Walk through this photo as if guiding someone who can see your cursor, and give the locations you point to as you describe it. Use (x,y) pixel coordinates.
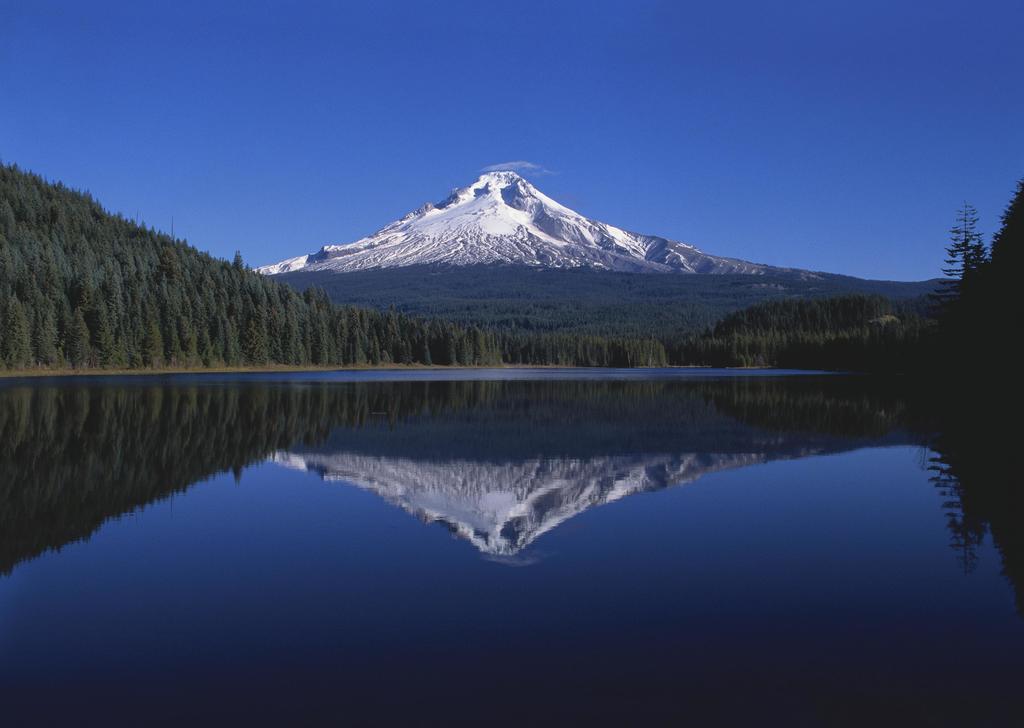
At the bottom (588,497) we can see water (544,488) and on the water (302,485) we can see the reflections (188,441) of trees (161,451), and a snow mountain (615,464). In the background (302,302) there are trees (979,323), snow mountain (495,229) and clouds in the sky (393,90).
